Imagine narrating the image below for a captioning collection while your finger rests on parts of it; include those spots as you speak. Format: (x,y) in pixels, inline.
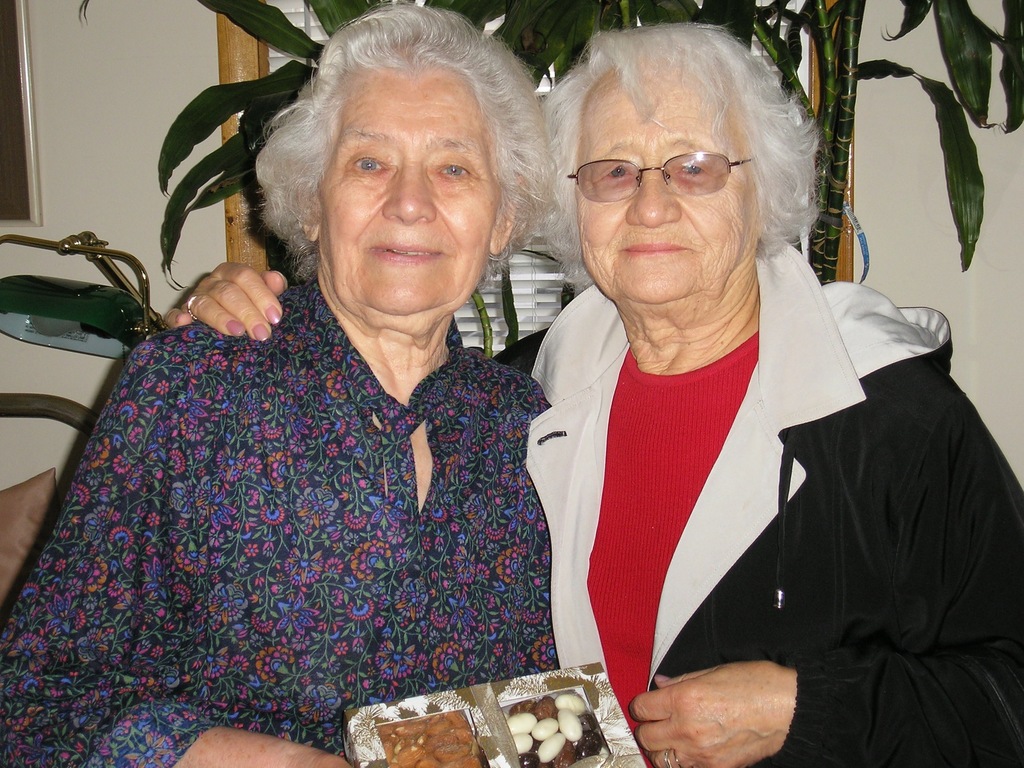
In this image I can see there are two women (238,316) they are wearing a colorful dresses (578,466) and at the bottom (578,716) I can see nuts (557,697) kept in the box (612,732) and at the top (182,79) I can see plants (769,34) and the wall (894,151).
